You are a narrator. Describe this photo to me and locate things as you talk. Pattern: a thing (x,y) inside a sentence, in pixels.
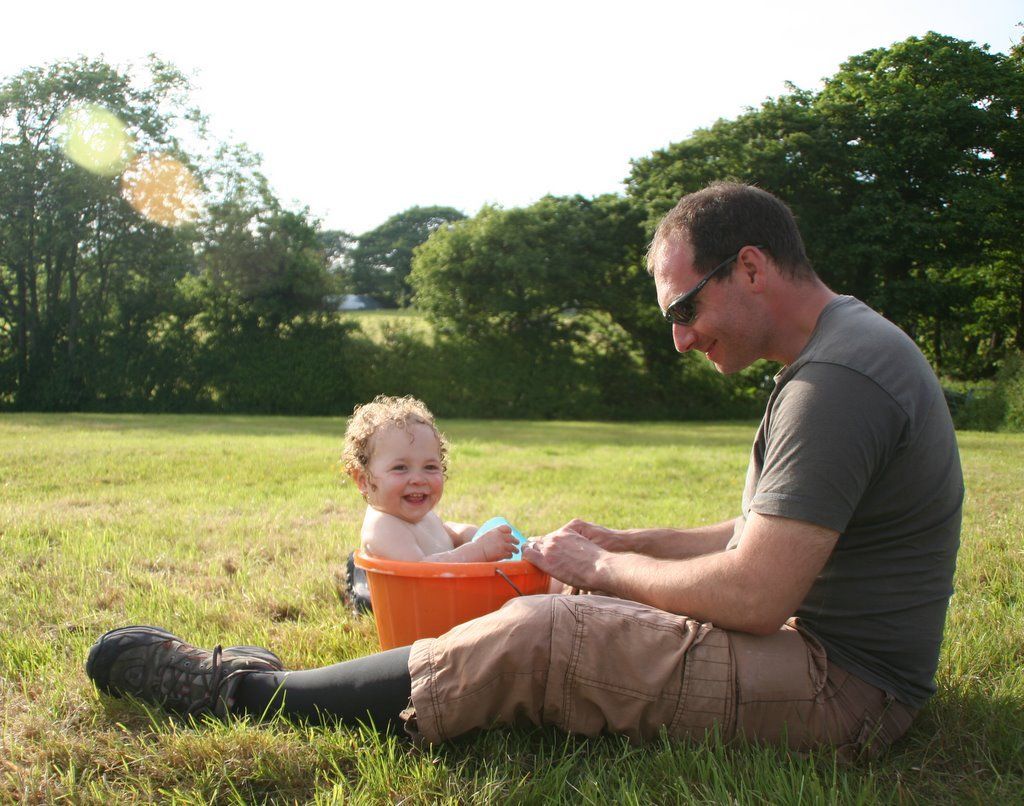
This picture is clicked in a garden (971,673). There is a man (681,643) sitting and he is wearing sunglasses (678,308). In front of him there is kid (461,556) sitting in a bucket (438,568) and he is smiling. There is grass (163,487) on ground (148,477). In the background (125,243) there are trees (502,213) and sky (425,69).
